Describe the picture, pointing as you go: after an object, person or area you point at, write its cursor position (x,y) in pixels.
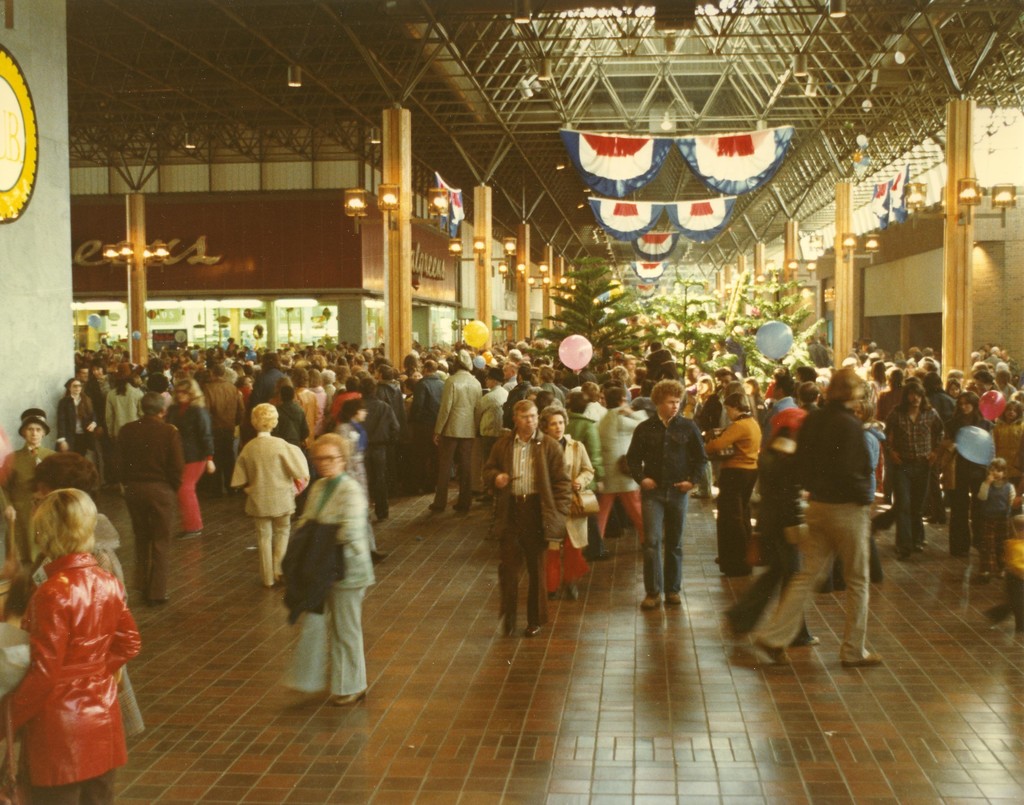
In this image we can see many people (326,594) on the floor (625,695). We can also see the pillars (389,301), lights (397,204), trees (749,318), balloons (761,341) and also a frame (10,84) attached to the wall (55,280). At the top (510,75) we can see the grill roof (838,51) for shelter. We can also see the painted clothes (658,210) to the roof (668,194) and this image is taken inside the building (322,294).
